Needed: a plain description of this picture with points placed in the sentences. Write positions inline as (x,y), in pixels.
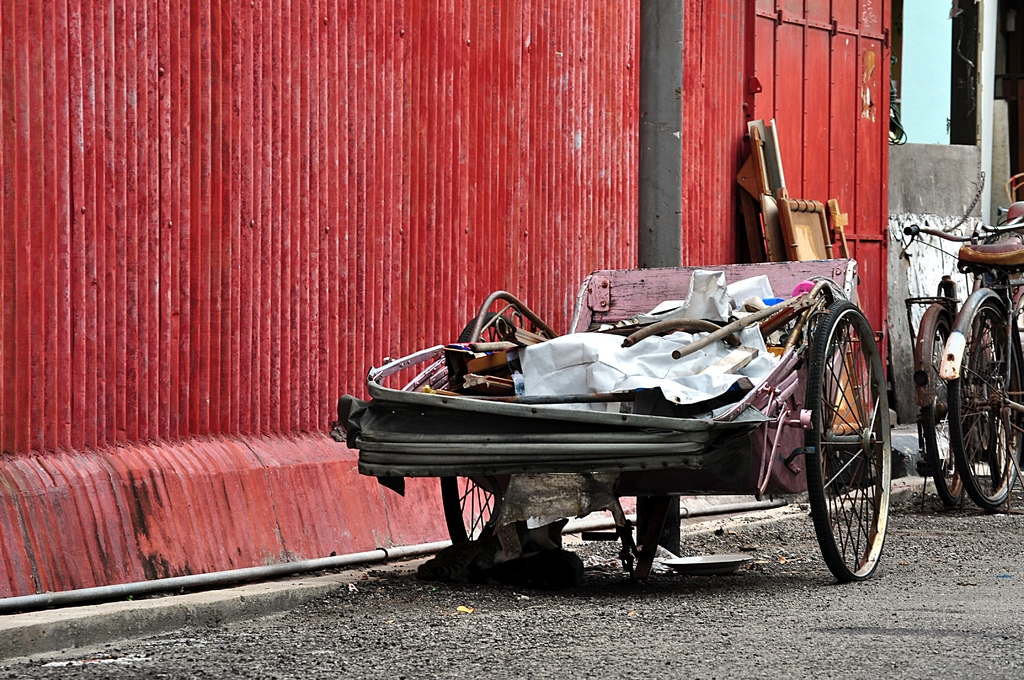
In this image we can see a cart (644,458) and two bicycles (944,351) on the surface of the road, behind them there is a metal wall (464,133).
